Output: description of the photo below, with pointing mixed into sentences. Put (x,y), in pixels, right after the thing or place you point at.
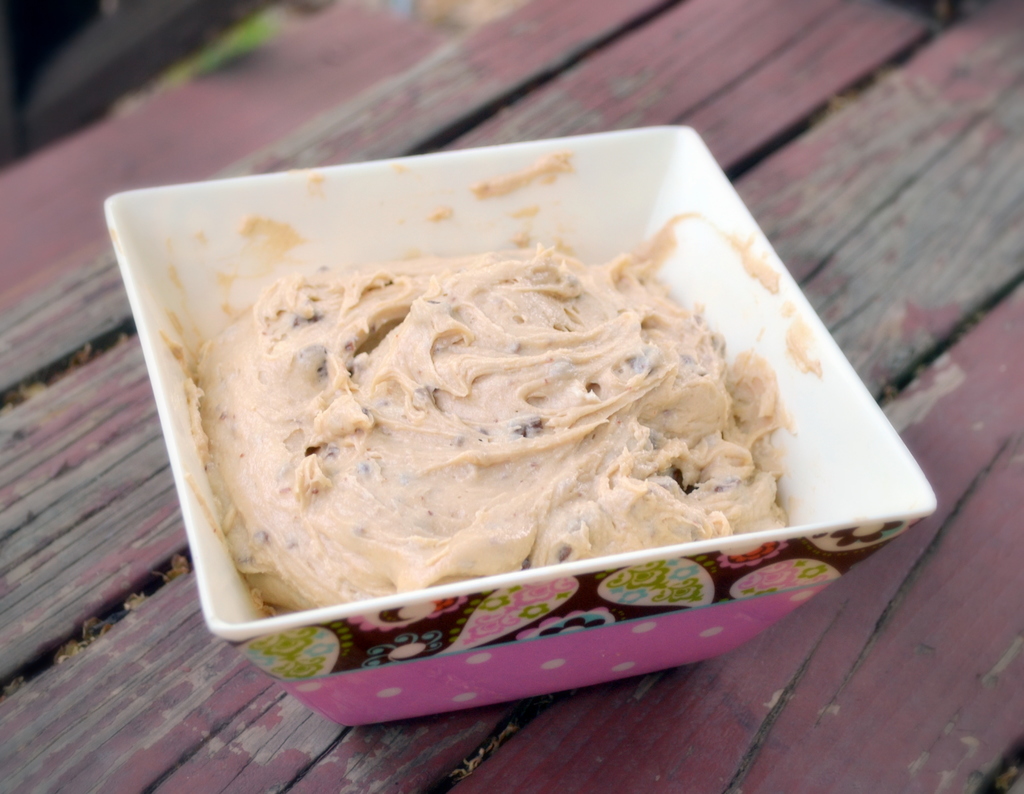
In this image we can see an ice cream (488,546) in the bowl (552,639) placed on the table (983,322).
